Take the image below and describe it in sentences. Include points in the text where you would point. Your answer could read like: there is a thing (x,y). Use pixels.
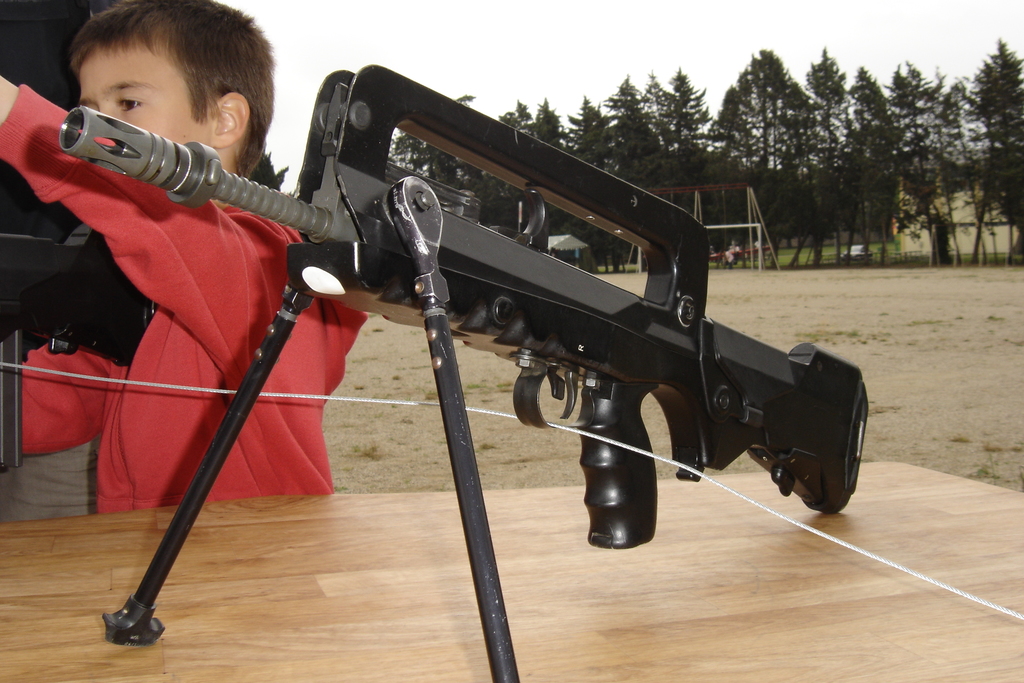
In this image we can see a shooting gun (681,403) on the table (675,577) and to the side, we can see a boy (143,388). In the background (526,106), we can see some trees (769,216) and the sky (713,57). We can also see there is a tent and a house (998,226) and some other objects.
